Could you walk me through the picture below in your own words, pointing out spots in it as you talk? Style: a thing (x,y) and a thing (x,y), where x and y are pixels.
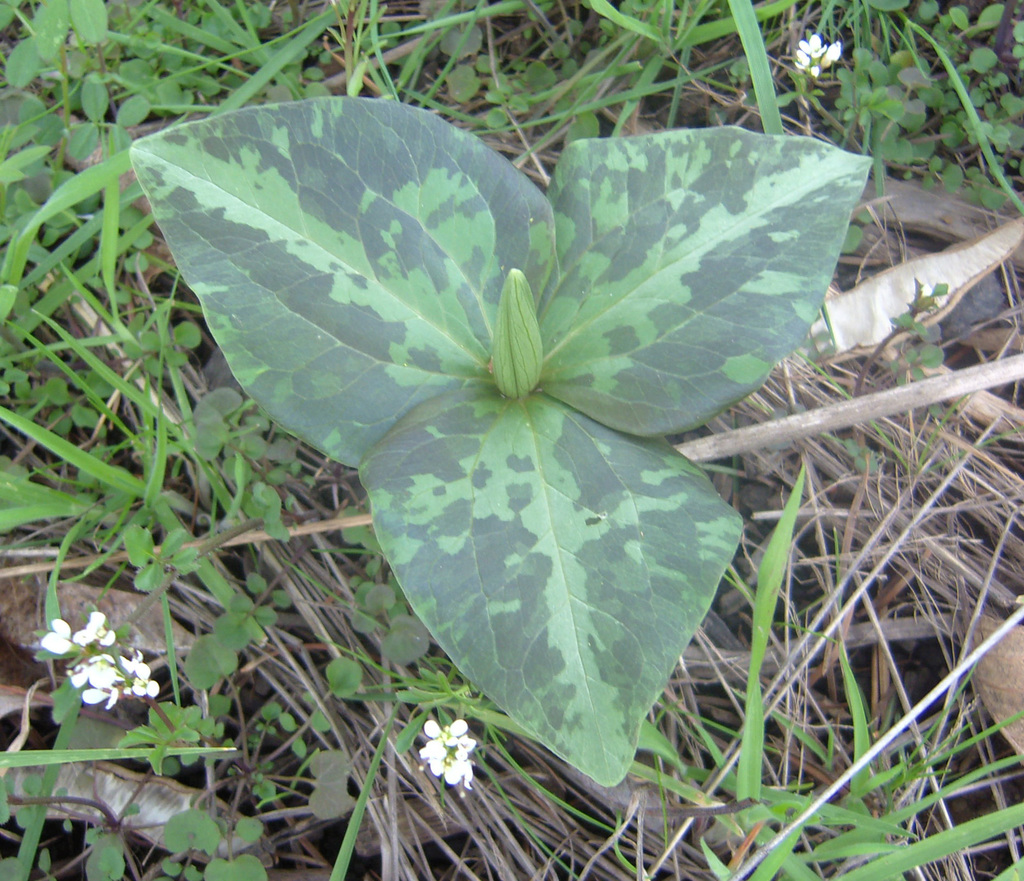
In the center of the image (540,499) we can see a plant (511,330) and we can also see flowers (85,630) and grass (108,273).
